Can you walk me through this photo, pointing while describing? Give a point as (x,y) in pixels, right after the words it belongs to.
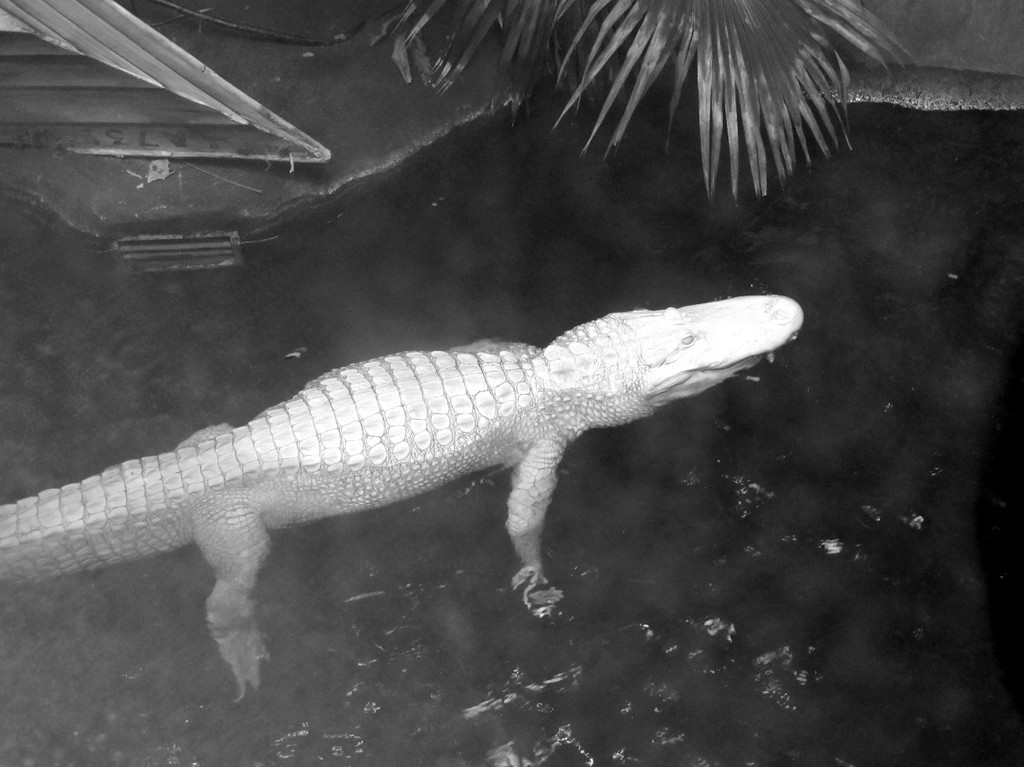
In this image we can see a crocodile (469,468) in the water (818,523). At the top of the image (677,65) we can see there is a tree (769,76).
